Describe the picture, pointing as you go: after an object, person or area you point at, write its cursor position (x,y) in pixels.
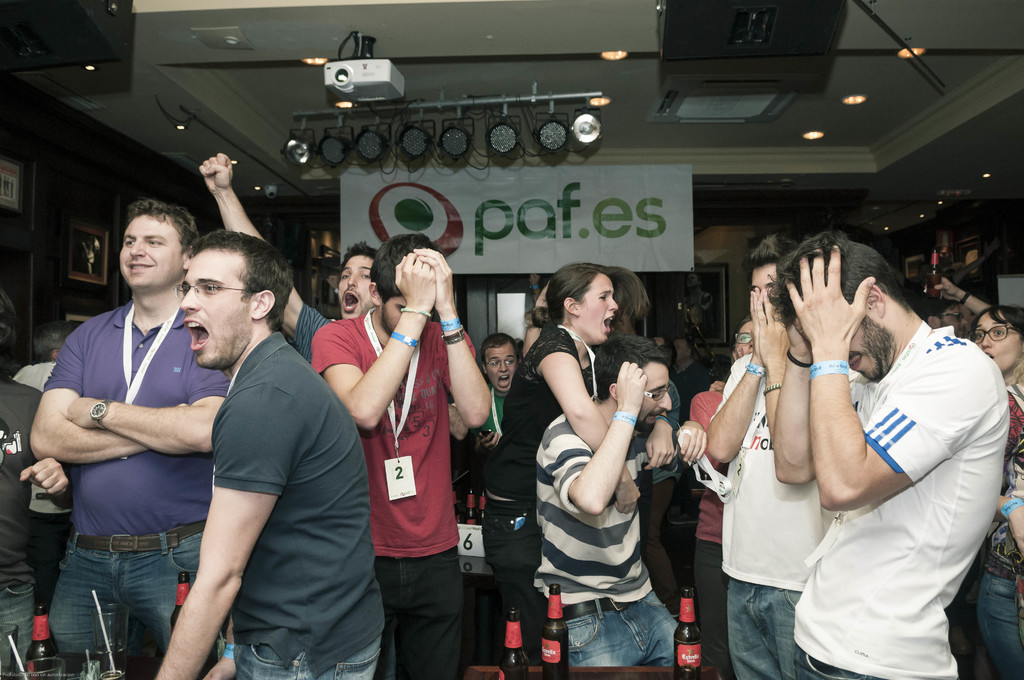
This is the picture of a room (383,454). In this image there are group of people (288,451) standing and shouting. There are bottles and glasses (7,626) on the table (145,669). At the top (352,217) there is a banner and there are speakers (38,40) and lights (455,119) and there is a projector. There are frames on the wall (667,303).
